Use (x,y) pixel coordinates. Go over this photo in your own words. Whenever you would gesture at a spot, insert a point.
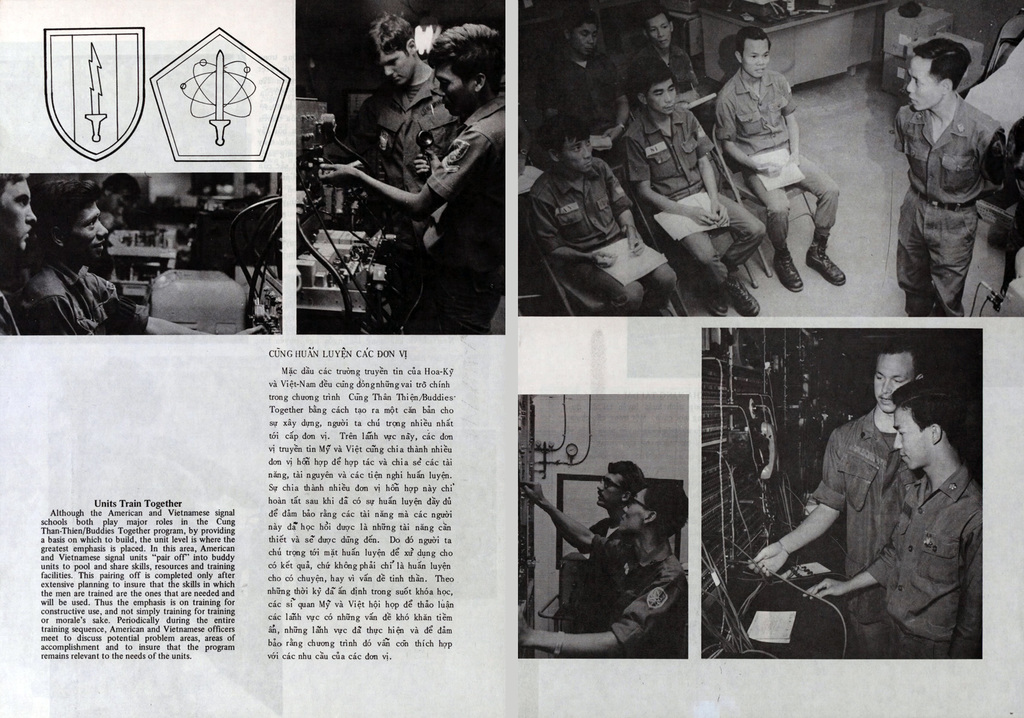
In this image, there is a page (216,44) contains some pictures (238,213) and text (284,497). In these pictures (498,314) some person (460,185) are working and some persons (615,113) are sitting on chairs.
